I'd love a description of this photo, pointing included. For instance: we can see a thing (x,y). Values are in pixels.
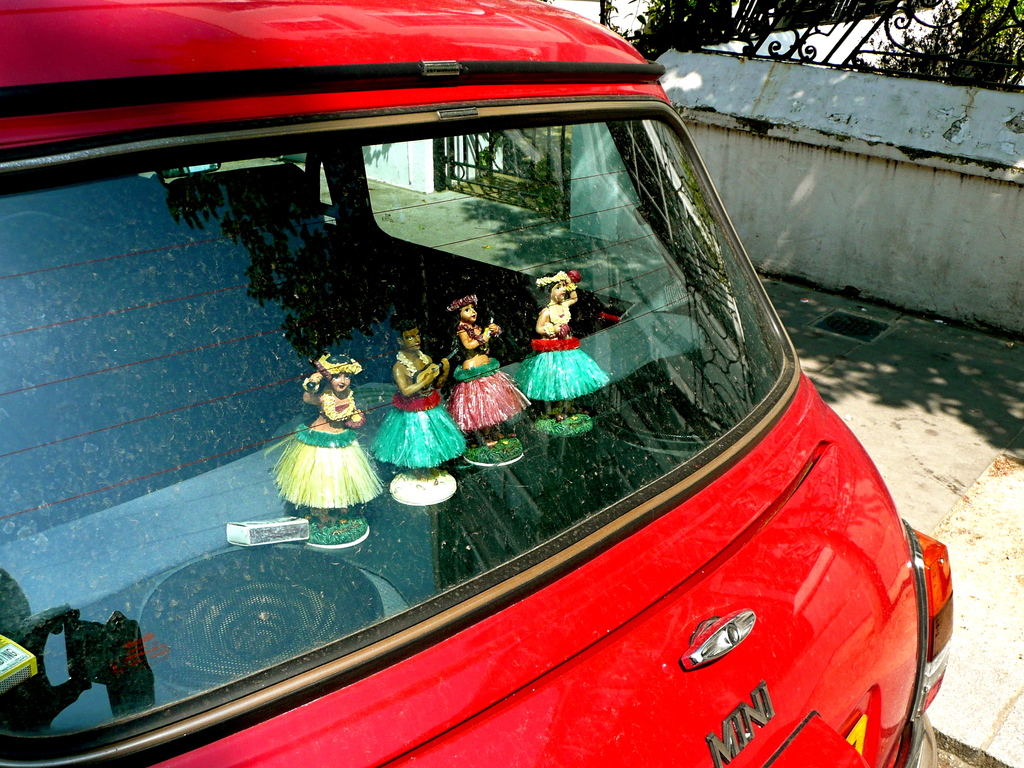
In the image we can see there are decorated cartoon toys (458,379) of women (477,362) standing on the piece of grass (346,522) kept inside near the dicky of the car (664,418). The car (406,524) is parked on the ground (1004,437) and behind there is an iron gate (503,140) and there are iron railings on the wall (872,91).
